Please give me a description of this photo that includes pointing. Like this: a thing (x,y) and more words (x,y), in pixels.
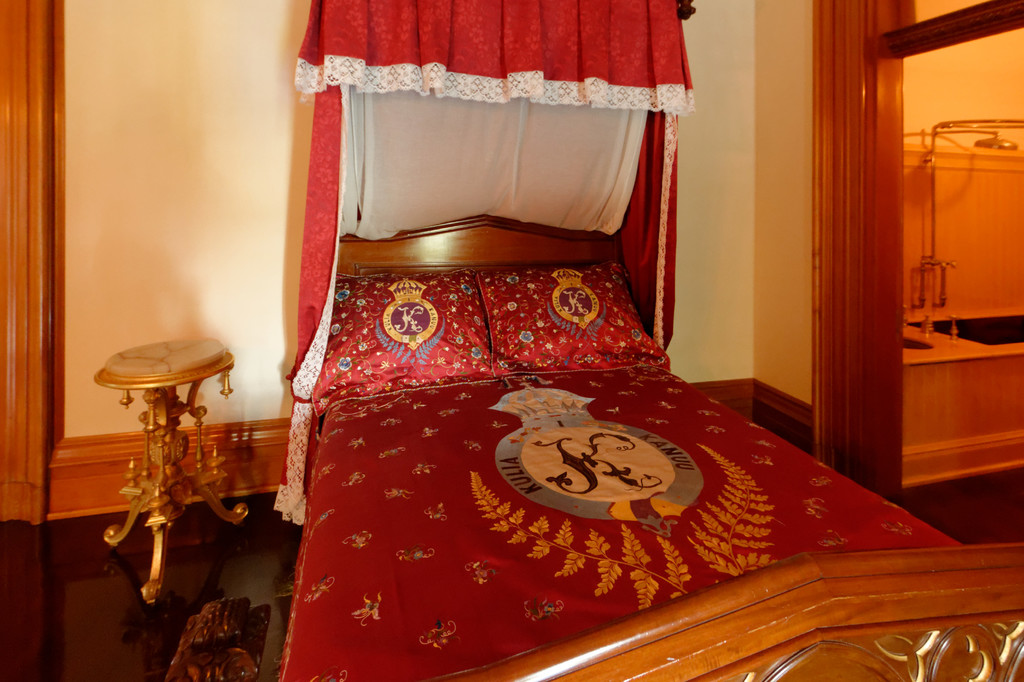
In this picture I can see a bed (536,423) with pillows (519,347), side we can see the table (217,468) and there is a curtains (431,149) and a wall (1012,194), right side of the image (913,323) we can see few objects (960,327).
